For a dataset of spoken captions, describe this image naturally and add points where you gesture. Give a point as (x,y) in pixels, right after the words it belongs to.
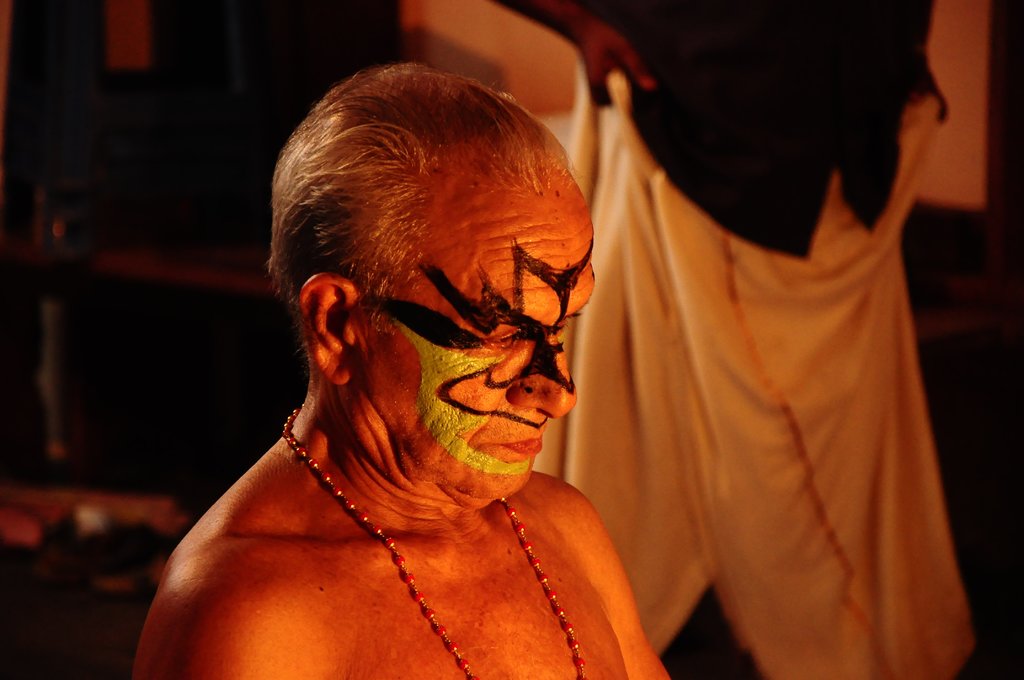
In the foreground of this image (440,476), there is a man (417,414) having paint (450,408) on his face (460,379). In the background (780,405), there is another person (731,189) standing.
